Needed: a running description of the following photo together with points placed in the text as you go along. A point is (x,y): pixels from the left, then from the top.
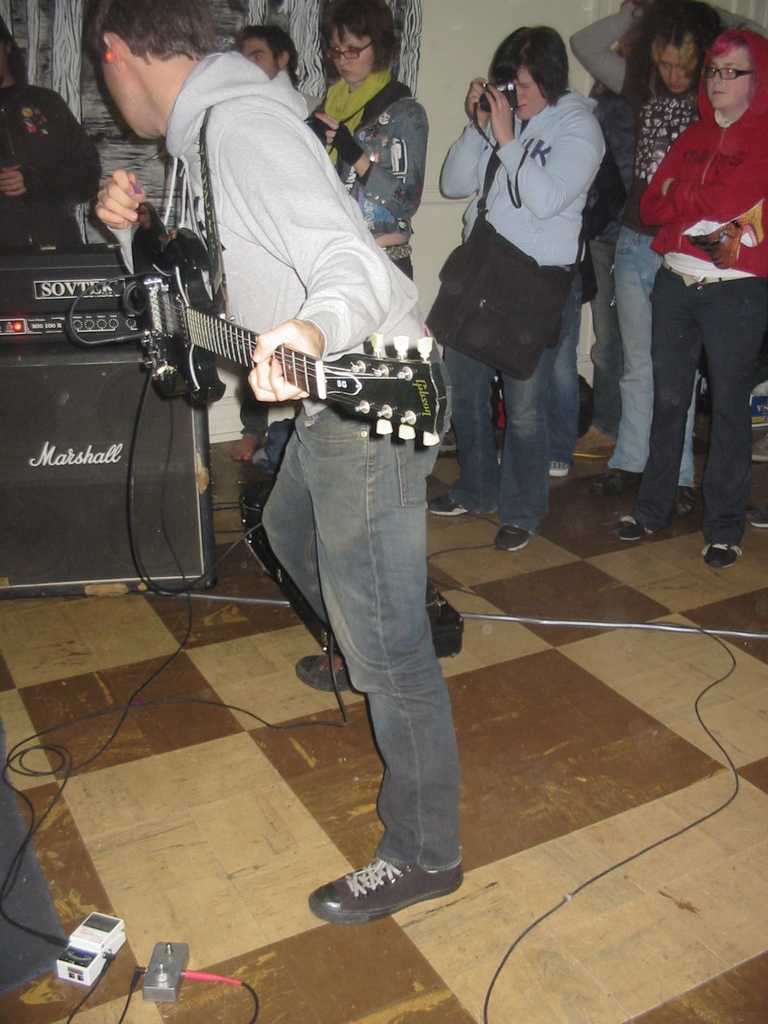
In this image I can see a person (280,331) holding the guitar (346,375). At the back of him there are group of people (492,143) standing. Among them one person (499,190) is wearing the bag (491,176) and holding the camera (484,103).
